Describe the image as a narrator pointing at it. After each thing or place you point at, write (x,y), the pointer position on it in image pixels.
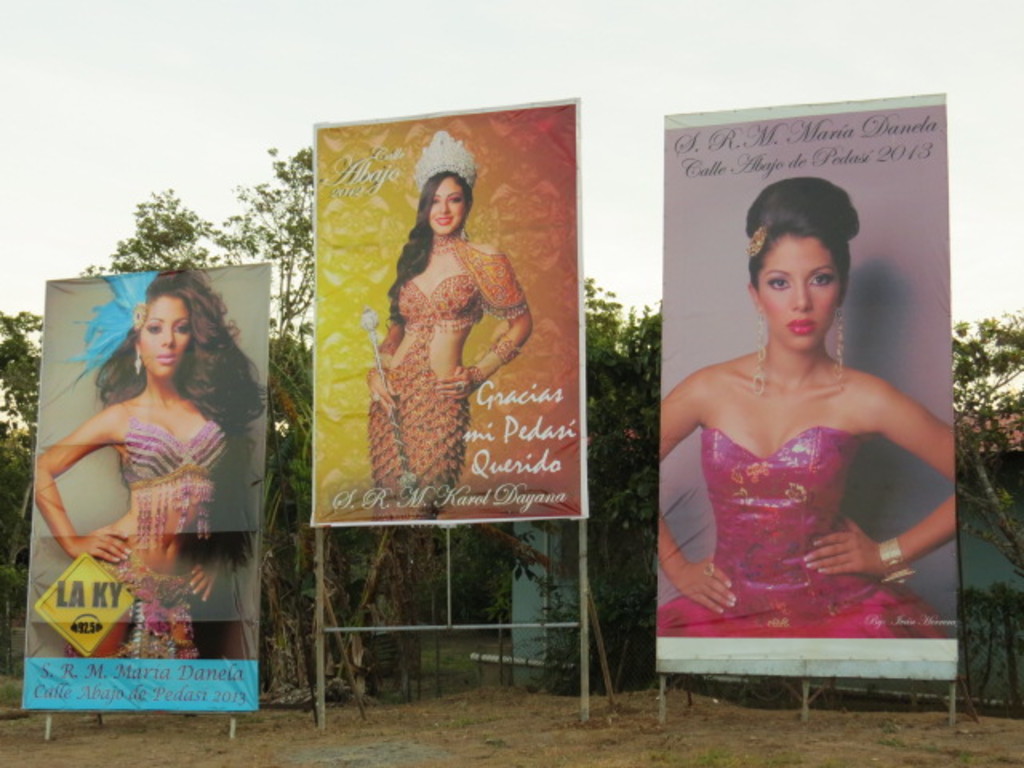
In this picture we can see the trees (598,578), wall (1021,477), banners (549,503) to the poles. At the top of the image (568,63) we can see the sky (878,48). At the bottom of the image (457,705) we can see the ground (668,718).
